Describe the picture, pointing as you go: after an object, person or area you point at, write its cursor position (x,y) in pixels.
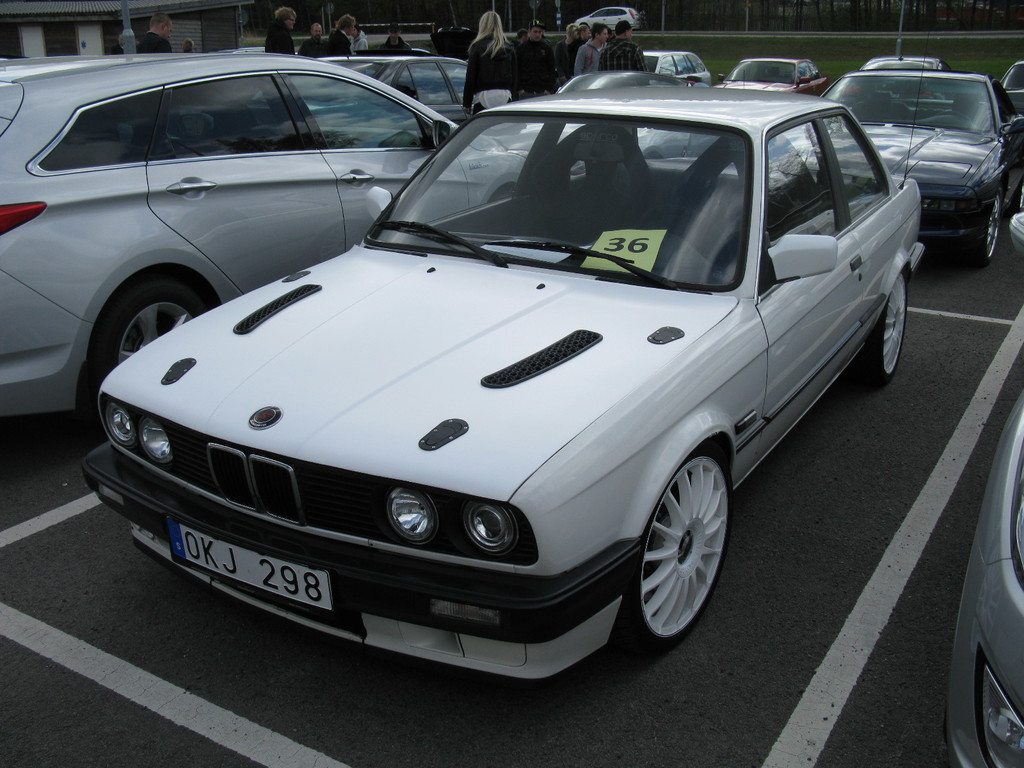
In this image we can see a few vehicles (362,266) and people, also we can see a building (110,48) and in the background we can see some poles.
